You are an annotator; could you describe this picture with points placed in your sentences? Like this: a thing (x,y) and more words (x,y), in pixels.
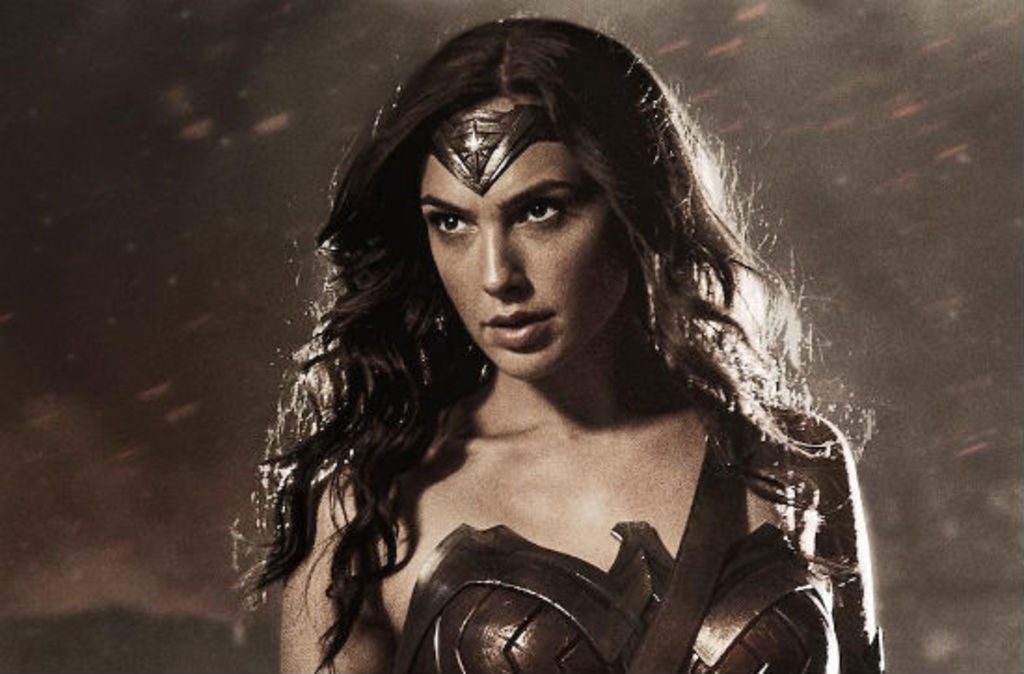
The woman (477,274) in the front of the picture (533,367) is standing. In the background (809,160), it is black in color. This picture is clicked in the dark.
